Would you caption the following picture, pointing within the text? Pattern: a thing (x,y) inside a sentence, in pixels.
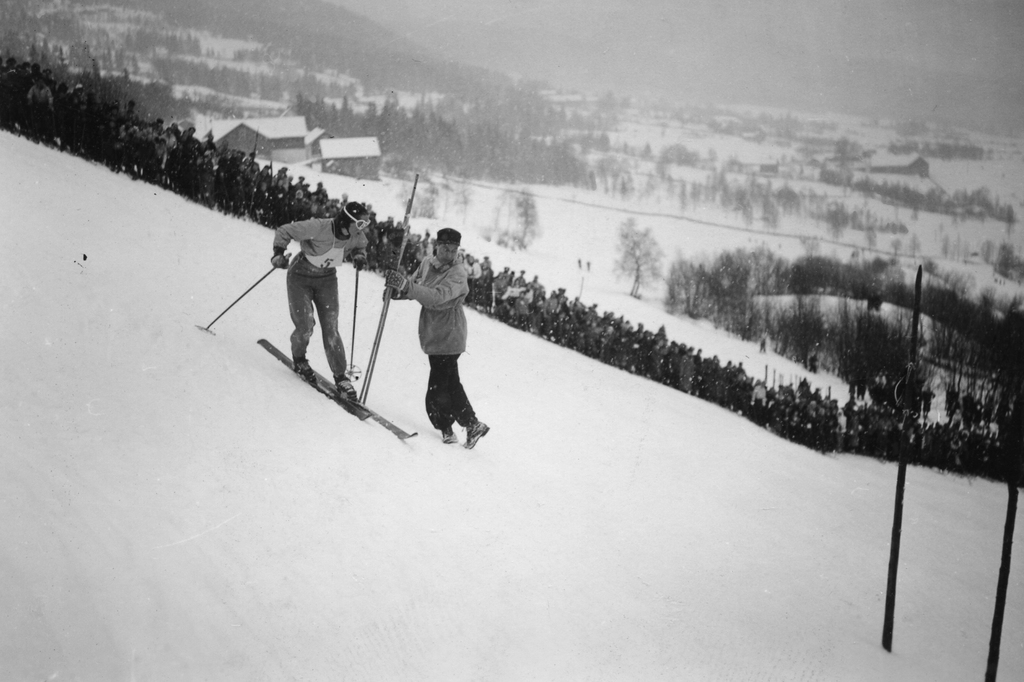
This picture is clicked outside the city. In the foreground (427,489) we can see there is a lot of snow (560,564). In the center (428,313) there are two persons (428,293), one seems to be skiing on the ski-board (399,434). In the background (766,194) we can see the trees (573,123), sky (861,72), houses (372,145) and the snow (674,213). On the right (1003,535) we can see the two poles (995,648).
